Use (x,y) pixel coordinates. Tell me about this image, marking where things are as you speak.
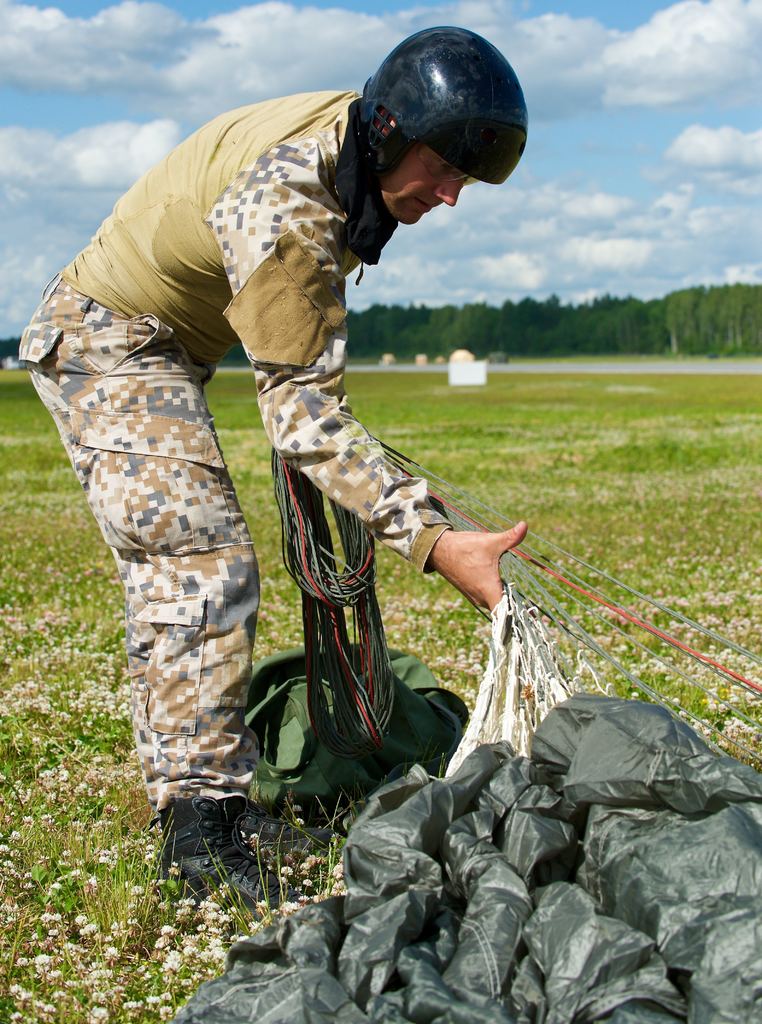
In the center of the image (315,440) there is a person (208,763) standing on the grass (156,871) holding a ropes (608,656). At the bottom of the image (490,879) we can see cover (454,884). In the background (629,490) we can see plants (589,506), flowers (618,486), road (535,371), trees (391,343), sky (596,131) and clouds (490,35).
